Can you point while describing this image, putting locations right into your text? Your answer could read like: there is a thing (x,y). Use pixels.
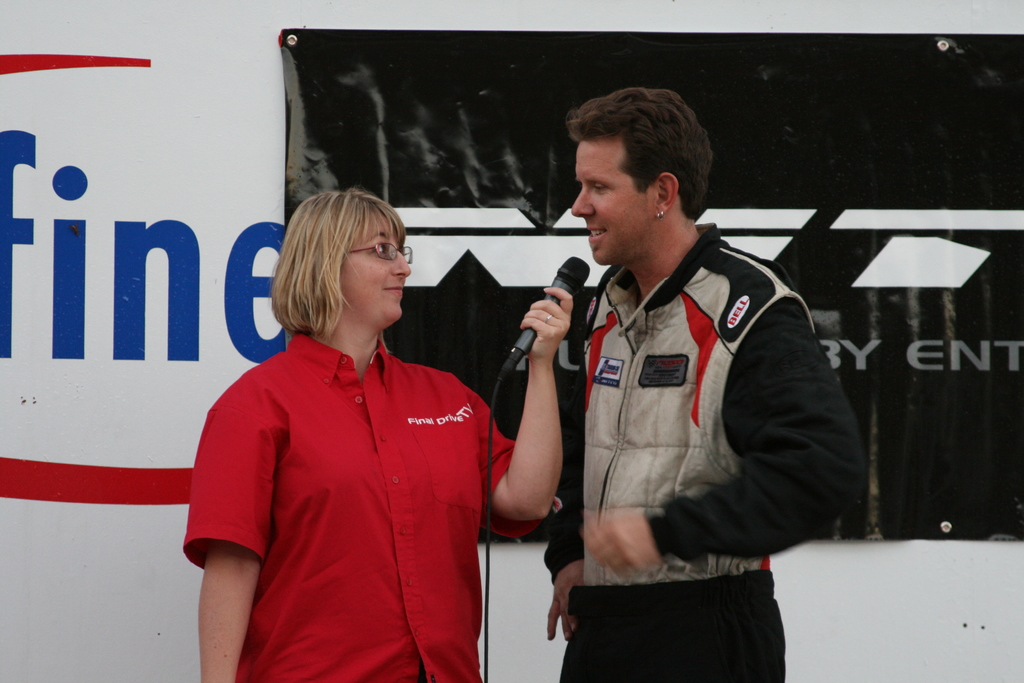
In this image at front (283,589) there are two persons (513,458) standing on the floor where the left side person (348,526) is holding the mike (578,261). At the back side (20,511) there is a wall (845,599) with the banner (370,117) attached to it.
